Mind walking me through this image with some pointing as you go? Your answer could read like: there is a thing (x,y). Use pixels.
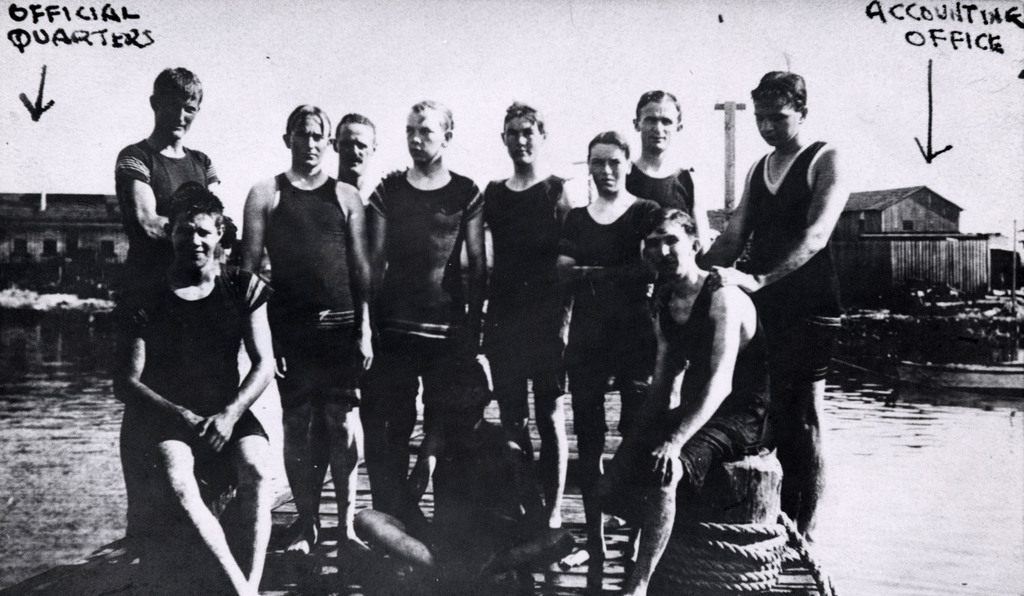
In this image in the front (539,269) there are persons (601,256) standing and sitting. In the background (938,404) there is water (920,402) and there are houses (903,241) and there is some text (953,16) written on the image.
